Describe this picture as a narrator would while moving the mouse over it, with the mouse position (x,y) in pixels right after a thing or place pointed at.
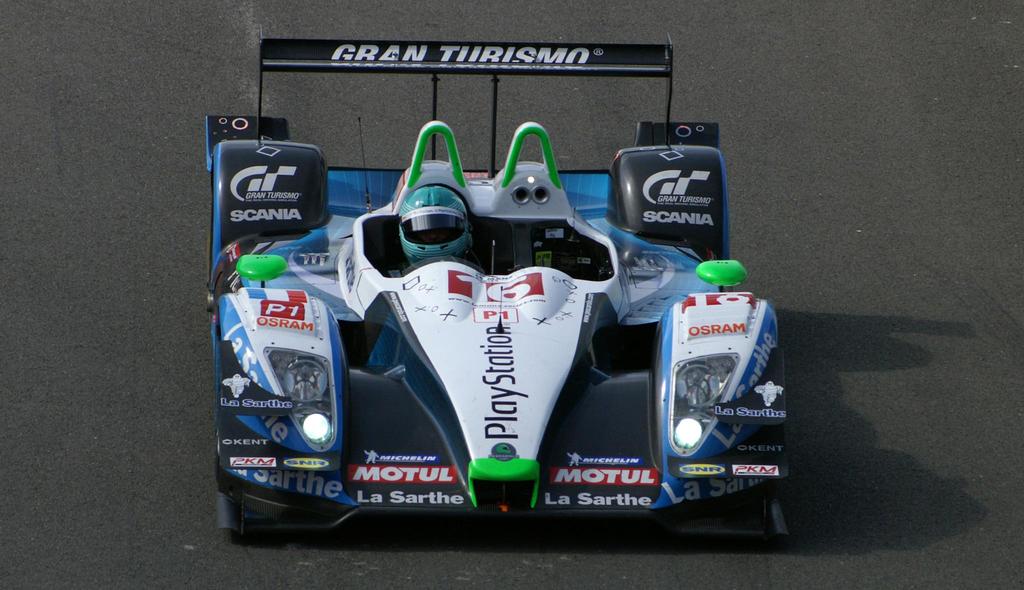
In the image in the center (359,284), we can see one sports car (476,306) and we can see something written on it.
